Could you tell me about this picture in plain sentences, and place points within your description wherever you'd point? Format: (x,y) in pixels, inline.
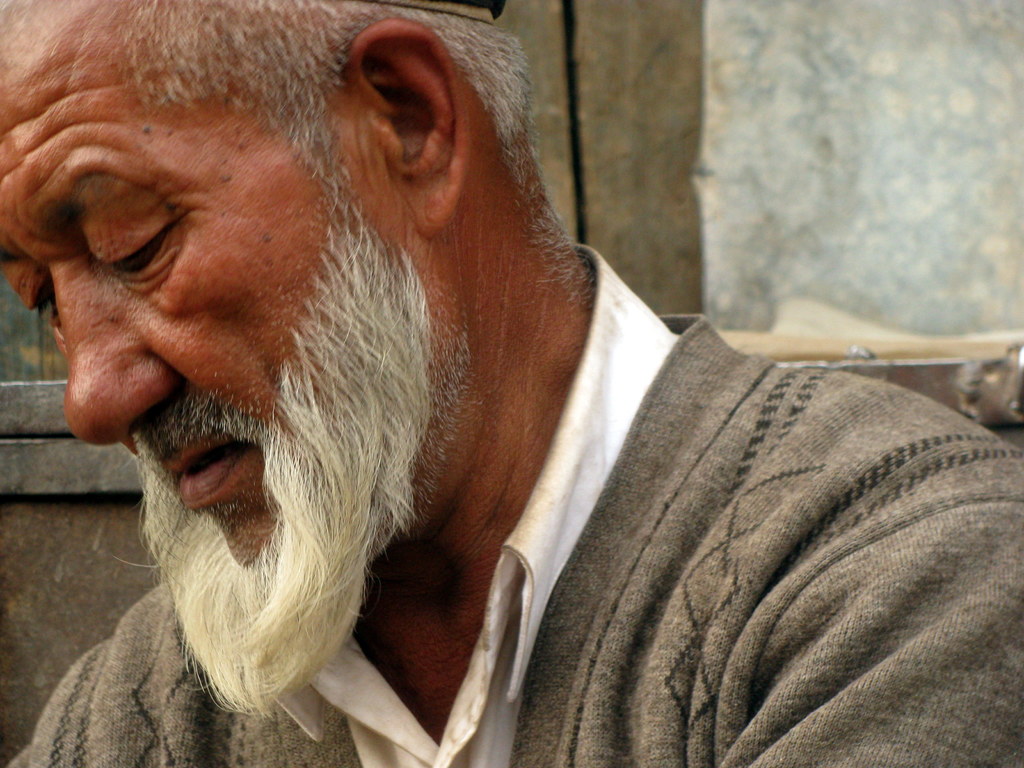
There is a person (554,399) in gray color jacket (890,517) sitting. In the background (868,239) there is wall (864,69).
